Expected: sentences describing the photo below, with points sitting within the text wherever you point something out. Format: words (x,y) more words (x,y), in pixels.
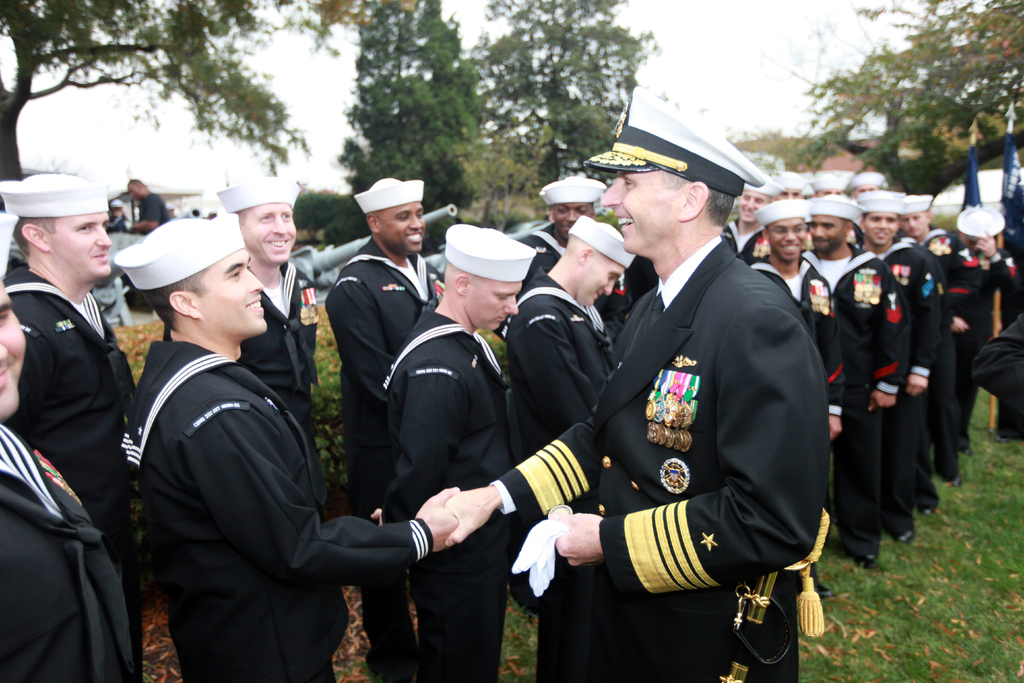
In this image there is grass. There are people (674,380) standing. There are trees (1022,123) in the background (879,64). There is sky (29,135).
